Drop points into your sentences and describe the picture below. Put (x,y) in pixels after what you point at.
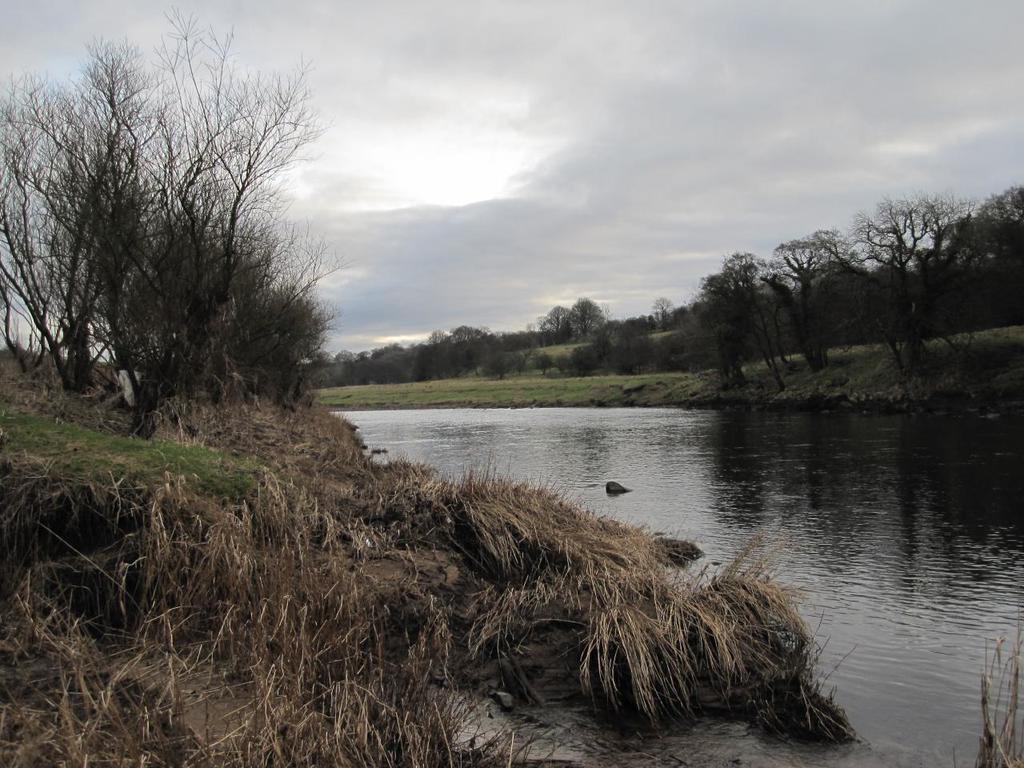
In this picture there is water (565,477) and there are few trees (271,361) and a greenery ground (141,490) on either sides of it and the sky (656,138) is cloudy.
